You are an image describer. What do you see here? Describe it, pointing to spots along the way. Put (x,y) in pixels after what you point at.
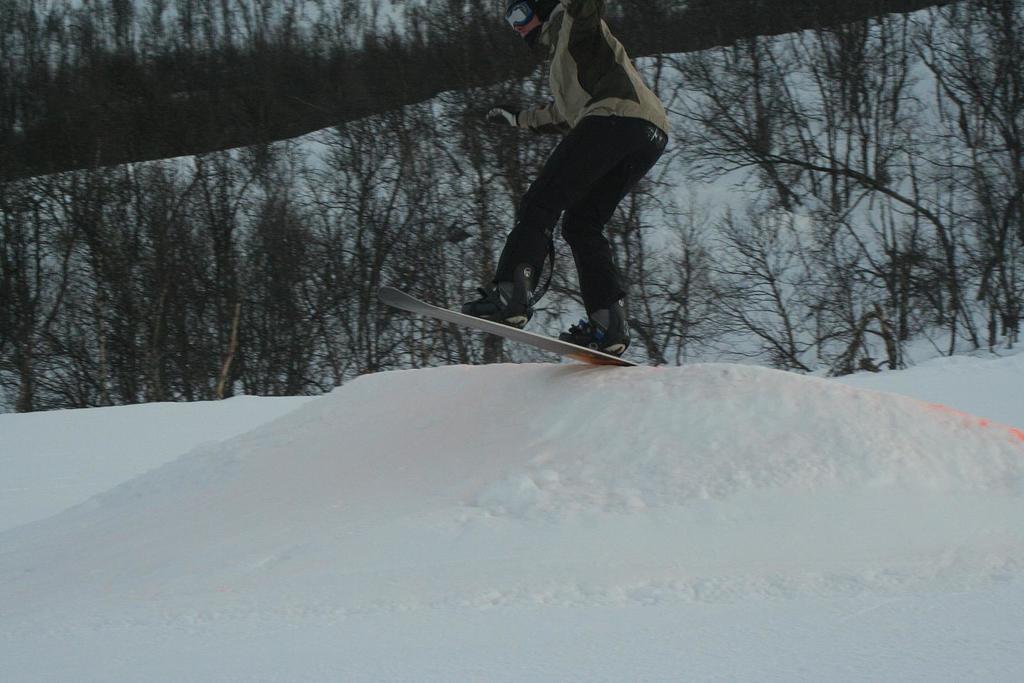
In the picture we can see a snow surface hill (334,620) on it, we can see a man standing on the snowboard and he is with a jacket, cap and shoes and behind him we can see trees (480,344) and behind it also we can see a snow hill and on the top of it we can see trees (376,87).
